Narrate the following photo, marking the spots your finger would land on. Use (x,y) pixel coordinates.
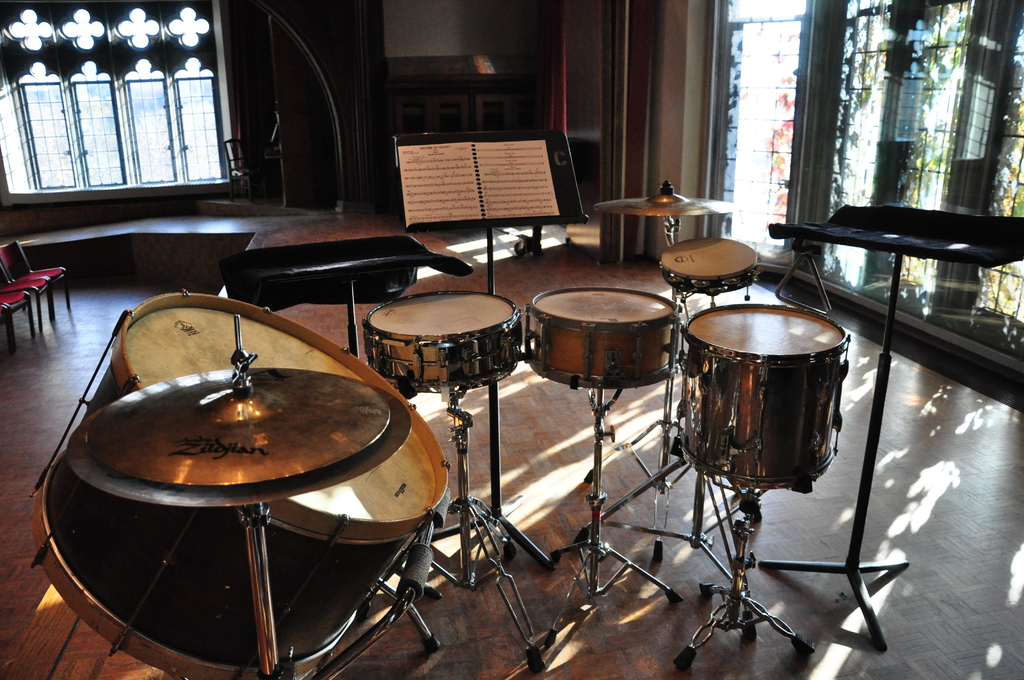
In this image I can see drums (476,311), musical instruments (485,370), chairs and other objects (551,166). In the background (97,111) I can see windows (126,105) and other objects (532,95).
